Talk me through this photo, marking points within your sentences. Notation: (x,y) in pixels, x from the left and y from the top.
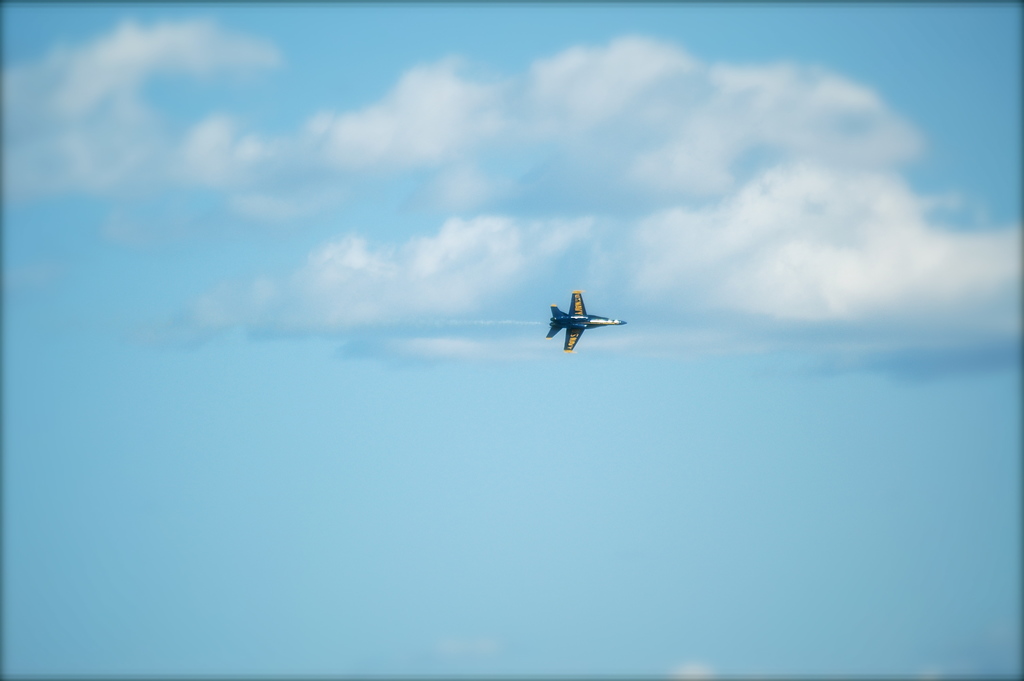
In this picture we can see an airplane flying in the sky (617,416).
